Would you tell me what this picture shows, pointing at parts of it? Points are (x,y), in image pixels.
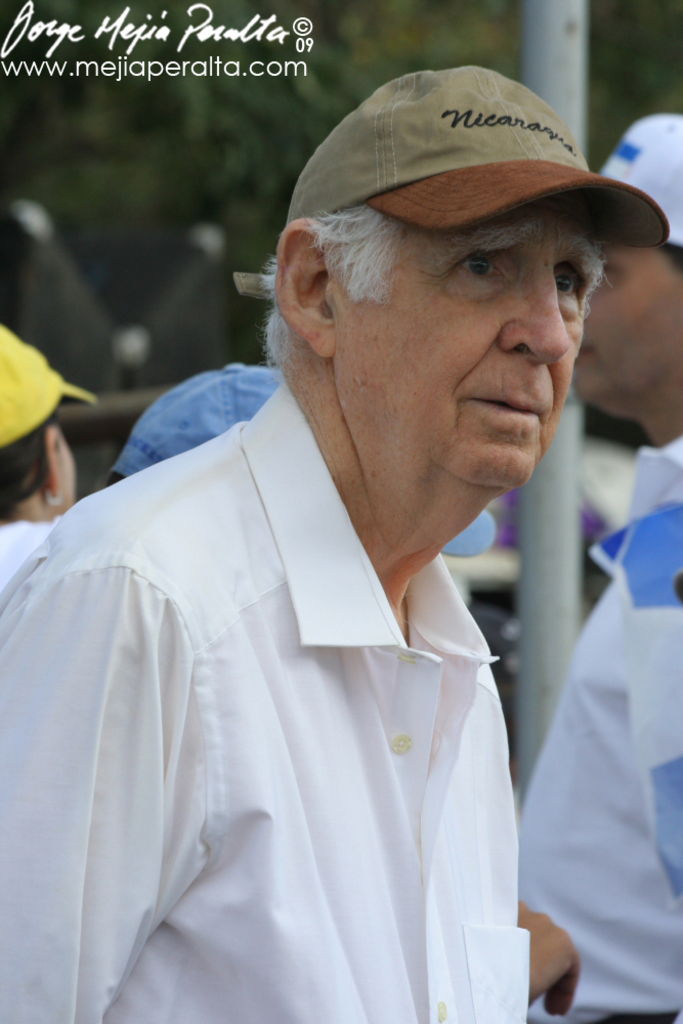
This picture describes about group of people (330,652), they wore caps (569,153), in the background (556,32) we can see a pole (531,65) and few trees (277,154), at the top left corner (165,71) we can see a watermark (177,47).
